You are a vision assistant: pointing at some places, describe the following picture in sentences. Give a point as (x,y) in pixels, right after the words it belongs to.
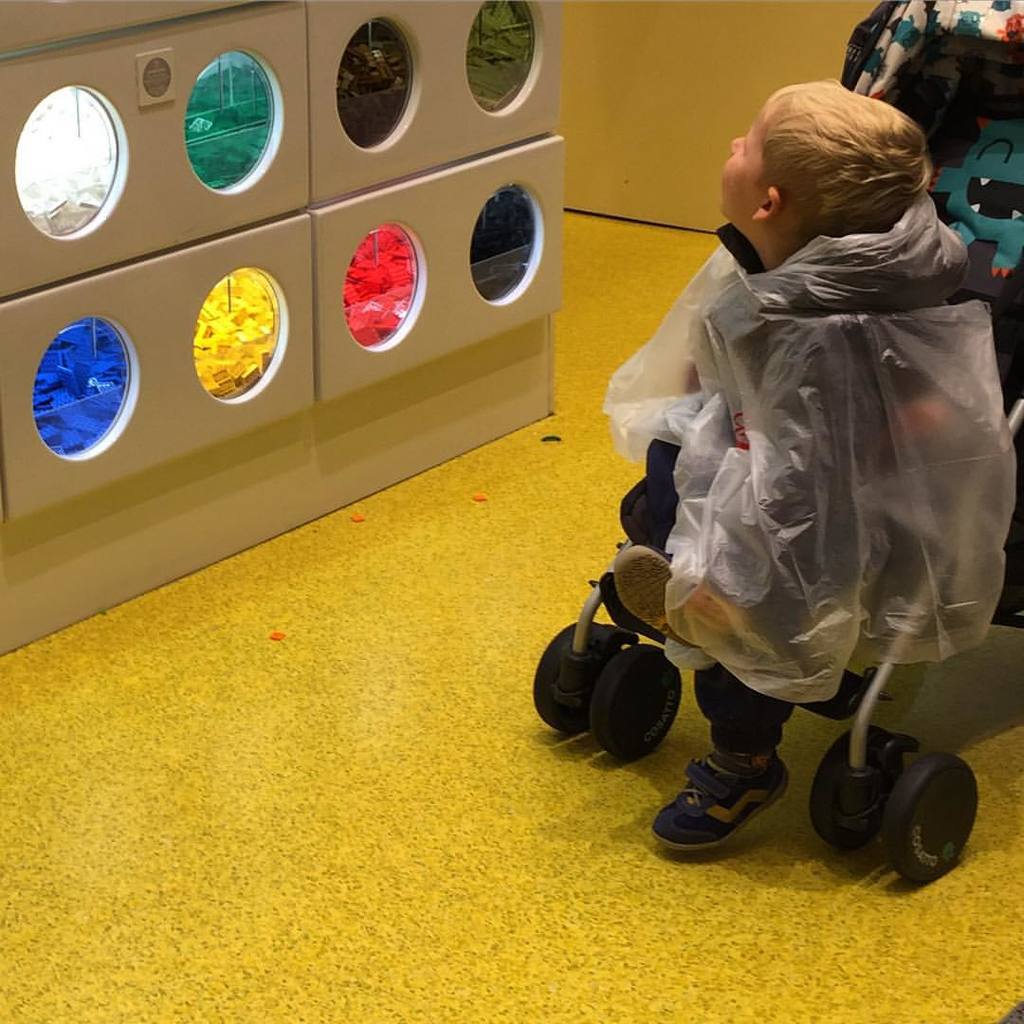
On the right side of the image (829,175) there is a baby (770,430) sitting on the stroller (889,38). And on the left side of the image (132,201) there is a machine (302,181) with different colors round shapes (239,360).
